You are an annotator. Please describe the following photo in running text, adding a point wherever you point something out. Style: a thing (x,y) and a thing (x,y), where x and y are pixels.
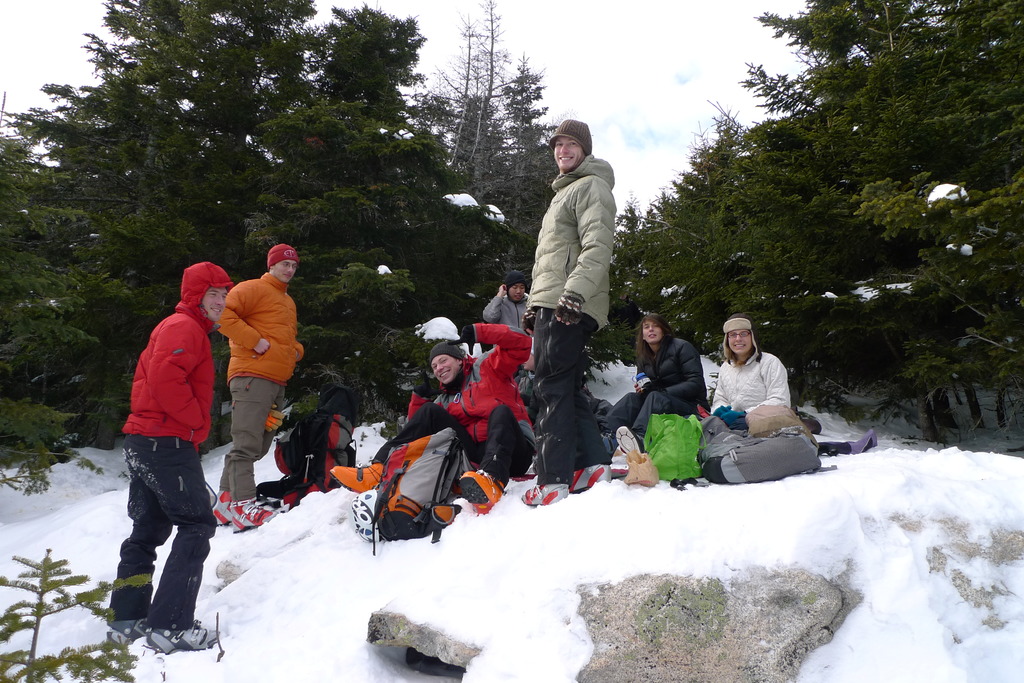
In this picture we can see some people (592,439) are standing and some people (498,390) are sitting, at the bottom (889,613) there is snow (909,631), we can see some bags (766,480) in the middle (665,451), in the background (950,418) there are some trees (950,418), we can see the sky (766,6) at the top of the picture (720,10).
